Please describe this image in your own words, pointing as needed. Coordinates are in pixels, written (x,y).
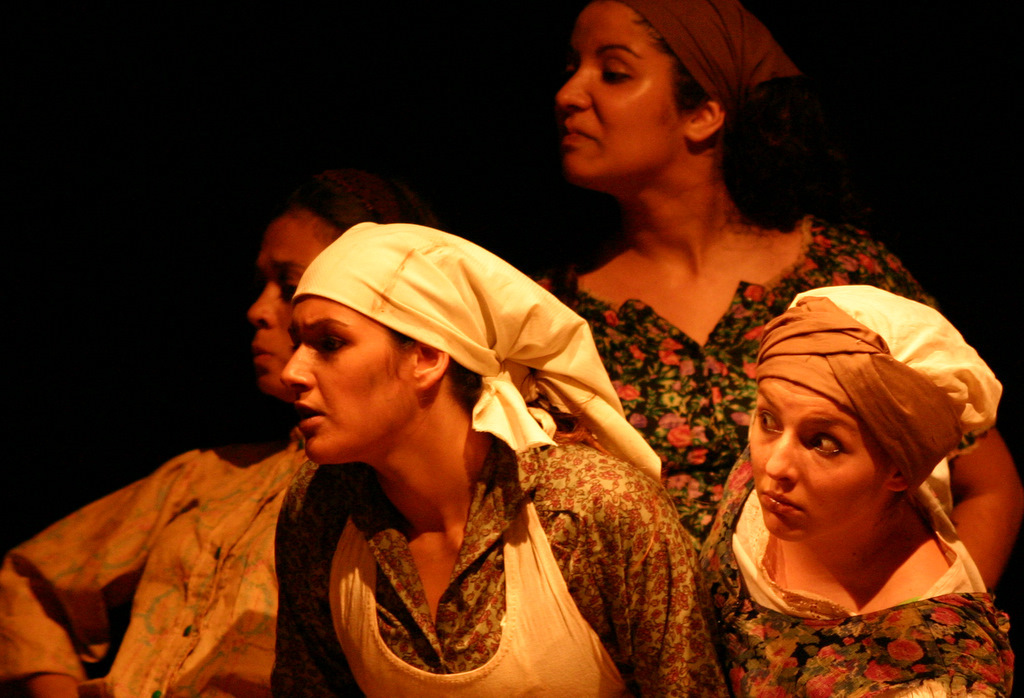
There is a group of people (599,420) present as we can see at the bottom of this image (495,530) and it is dark in the background (463,180).
